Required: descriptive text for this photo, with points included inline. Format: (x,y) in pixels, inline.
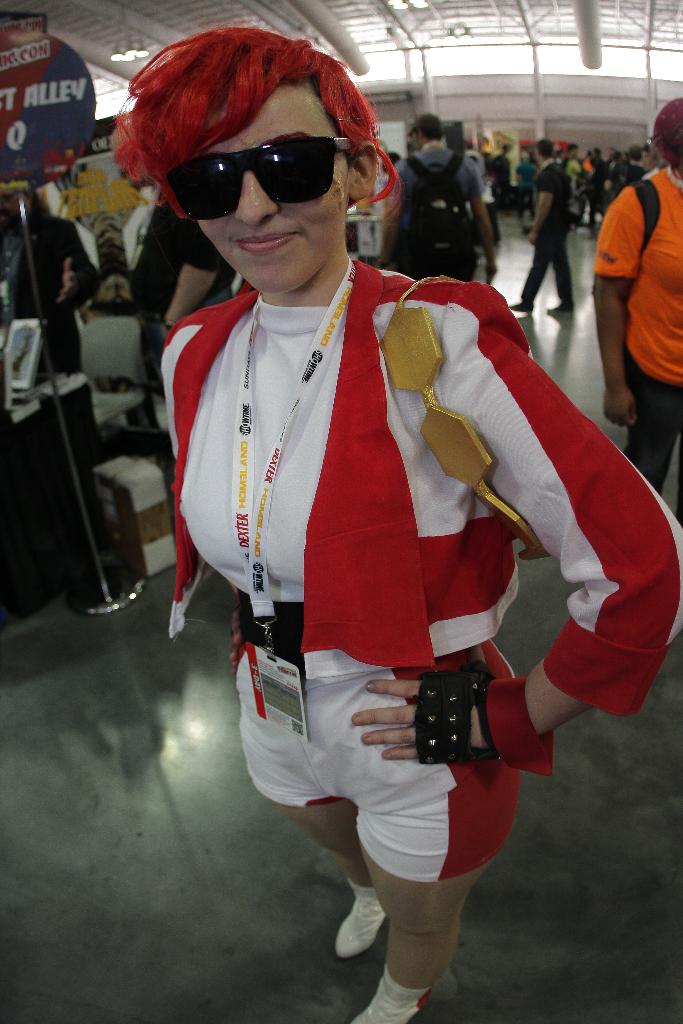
This picture describes about group of people (413,476), in the middle of the image (353,529) we can see a person (302,523), the person (302,523) wore spectacles (237,160) and a tag (283,676), in the background (20,63) we can see a sign board (17,46), box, few metal rods (271,5) and lights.
